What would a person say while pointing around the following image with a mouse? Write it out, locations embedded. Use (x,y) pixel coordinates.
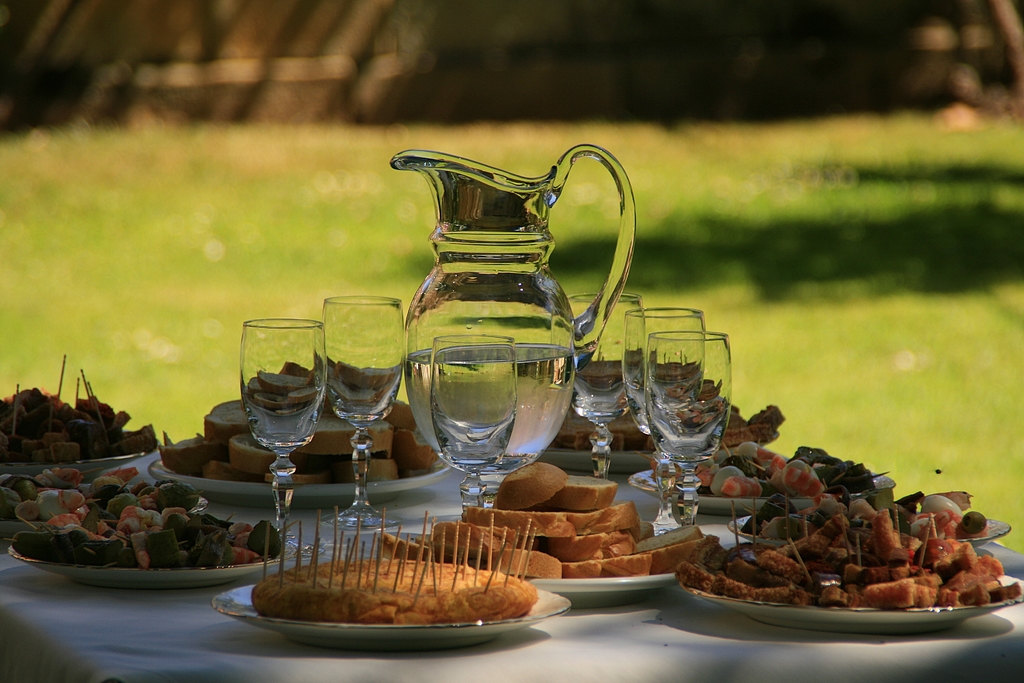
In this image we can see group of glasses (273,397) and a jar (552,337) containing water (538,430) in it is placed on a table (690,639) on which group of plates (96,501) containing several food items (335,583), group of toothpicks (313,560) are placed on it.
